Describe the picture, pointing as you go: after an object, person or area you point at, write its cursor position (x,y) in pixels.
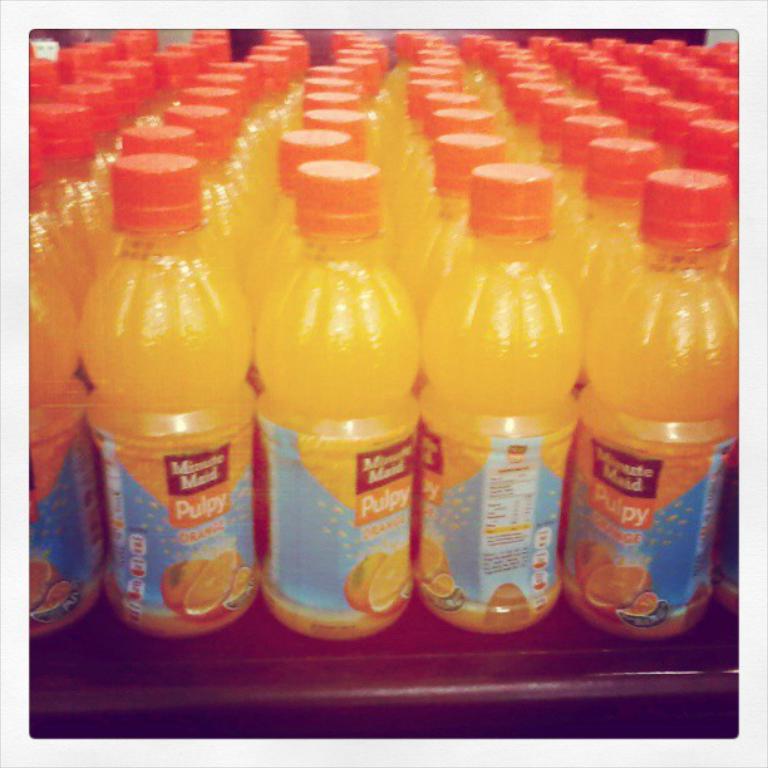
Here we can see few bottles (328,357) are arranged on an order. It's caps (354,209) are in orange color.
